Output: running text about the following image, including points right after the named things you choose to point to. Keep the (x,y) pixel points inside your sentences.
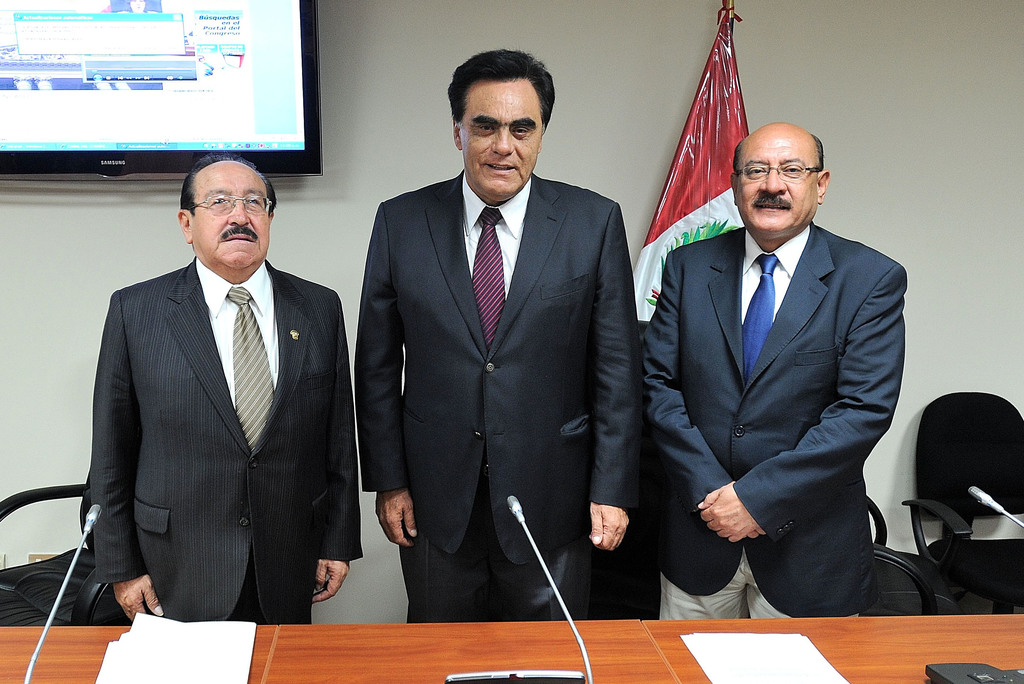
In this image we can see three persons (478,438) are standing and they are wearing suits (730,405). In front of them one table (888,647) is there, on table (681,656) mic (576,639) and papers (778,660) are present. Behind them one TV screen (206,83), flag (701,91) and some chairs (937,509) are present.
